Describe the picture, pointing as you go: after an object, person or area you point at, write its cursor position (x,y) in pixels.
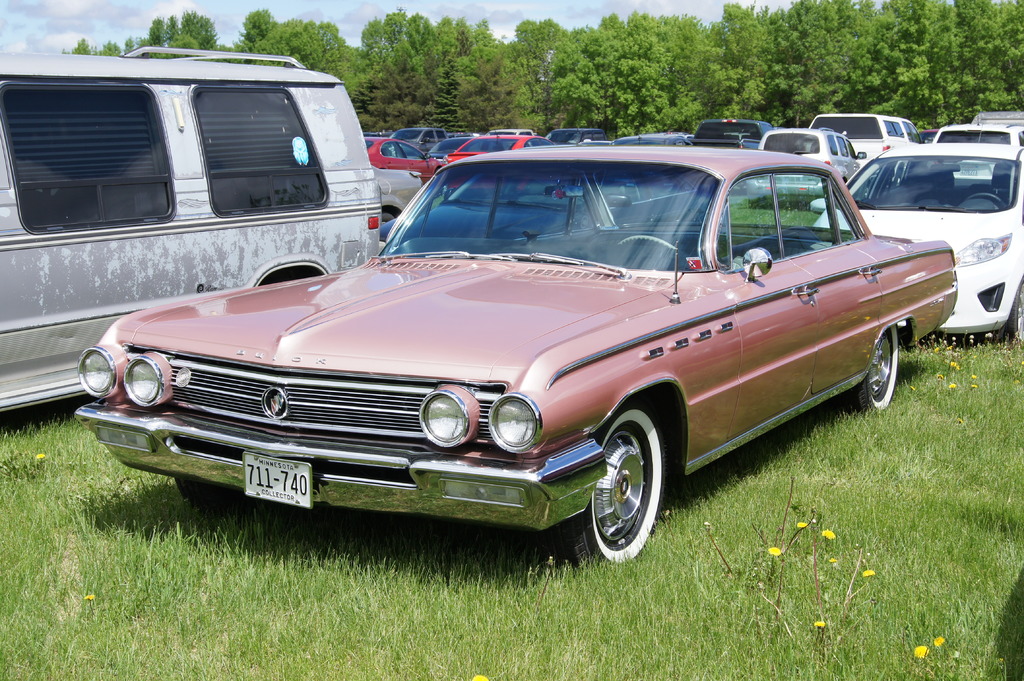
There are many vehicles (670,152). On the ground (762,499) there is grass (692,564) and flowers (709,539). In the back (342,55) there are trees (557,35) and sky (99,30).
